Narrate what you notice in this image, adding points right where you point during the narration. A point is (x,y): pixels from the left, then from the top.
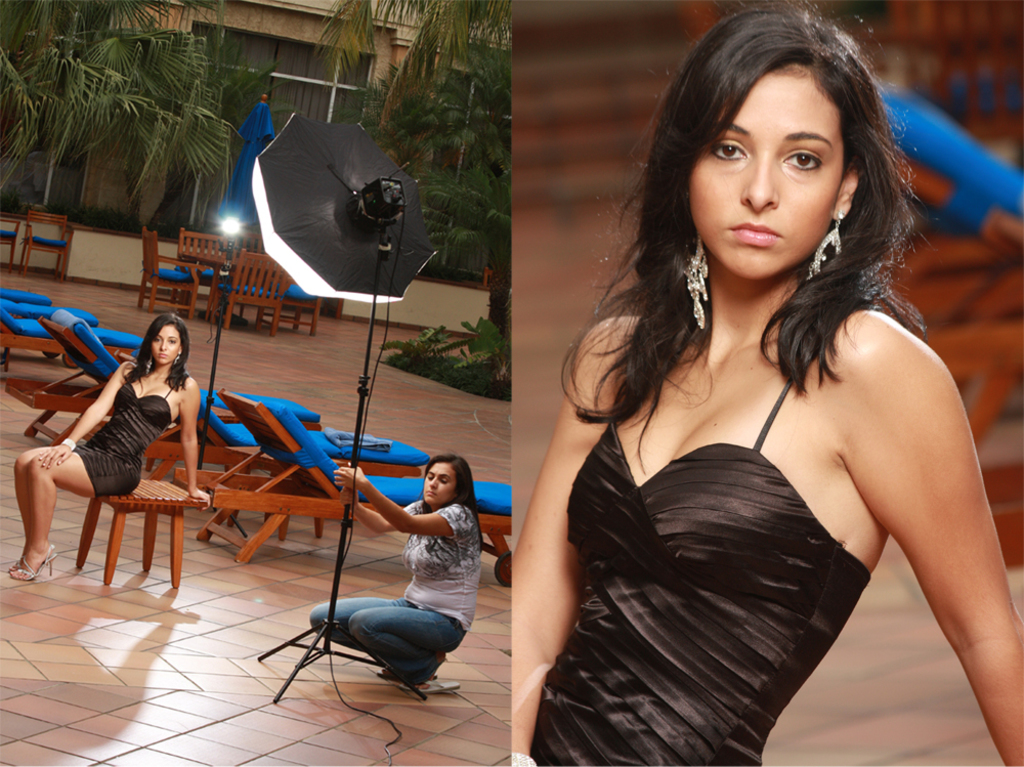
In this image, we can see collage picture, Here we can see woman (108,447) is seeing in both pictures. She is sitting and seeing. Background (14,334) we can see chairs (1002,167). on the floor (206,609). On the left side of the image (204,460), we can see chairs (262,439), umbrella stand (298,272), Here there is another woman (433,563), plants (459,383), trees (495,246). Top of the image (319,90), we can see house (319,51), glass (323,76), trees (336,52).
